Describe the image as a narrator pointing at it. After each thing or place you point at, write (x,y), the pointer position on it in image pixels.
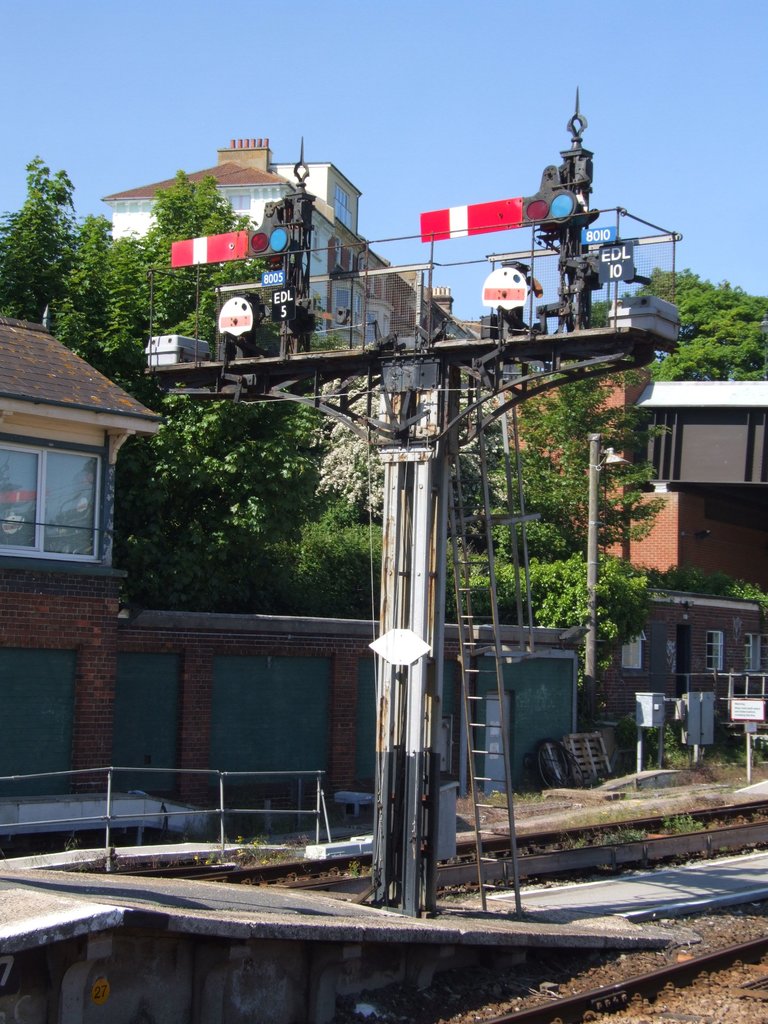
In the front of the image (389,564) there are boards (221,239), signal lights (586,211), railing (67,821), slope (618,921), poles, ladders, tracks (550,863), boxes (646,318) and objects (600,750). We can see signal lights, few boards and boards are on the pole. Something is written on the boards (610,272). In the background of the image (39,359) there are buildings (79,357), trees (107,324), the sky (419,88) and objects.
